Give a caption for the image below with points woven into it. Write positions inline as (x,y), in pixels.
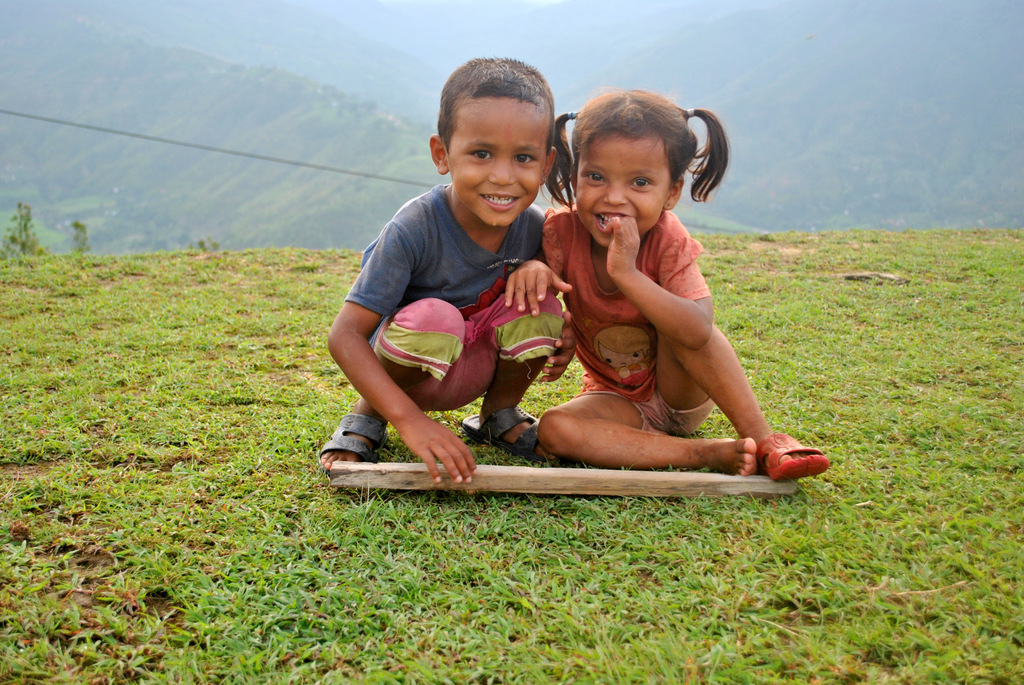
In this image there are two kids (633,256) having a smile on their faces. In front of them there is a wooden stick (616,480). At the bottom of the image (582,551) there is grass (432,598) on the surface (291,600). In the background of the image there is a rope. There are mountains (428,110).
